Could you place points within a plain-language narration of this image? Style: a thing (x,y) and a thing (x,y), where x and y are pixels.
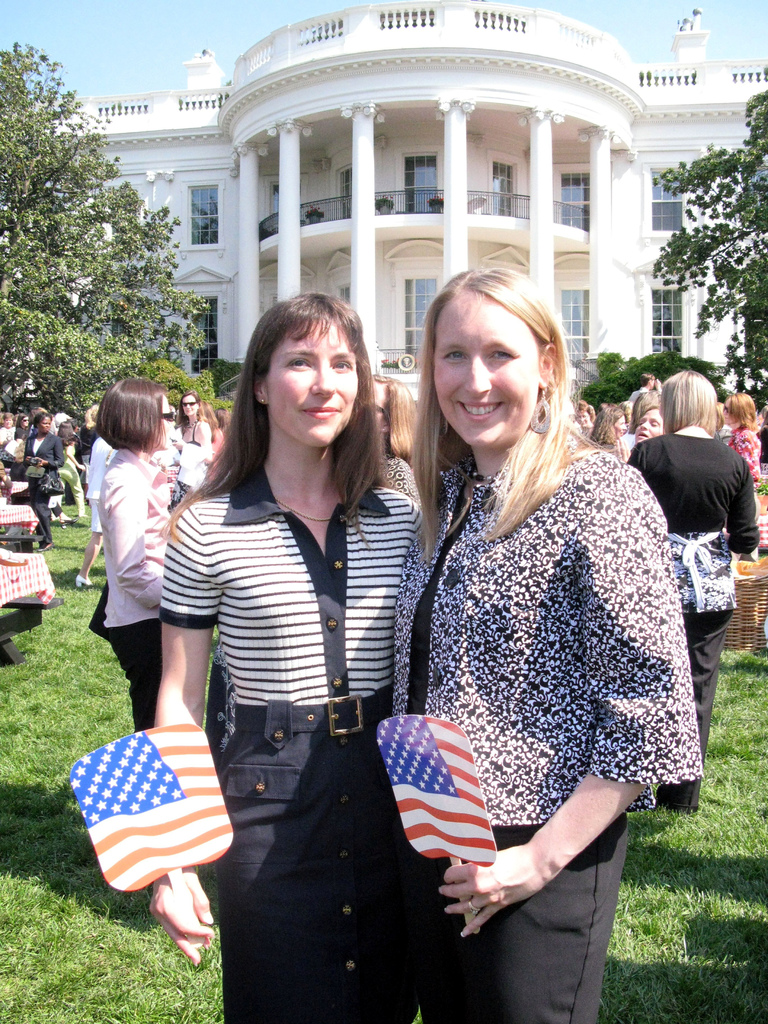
In this image we can see two women (279,877) are smiling and they are holding flags (428,763) with their hands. Here we can see grass (724,954), people (67,417), tablecloths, plants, and trees (763,309). In the background (721,361) we can see a building (627,216) and sky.
